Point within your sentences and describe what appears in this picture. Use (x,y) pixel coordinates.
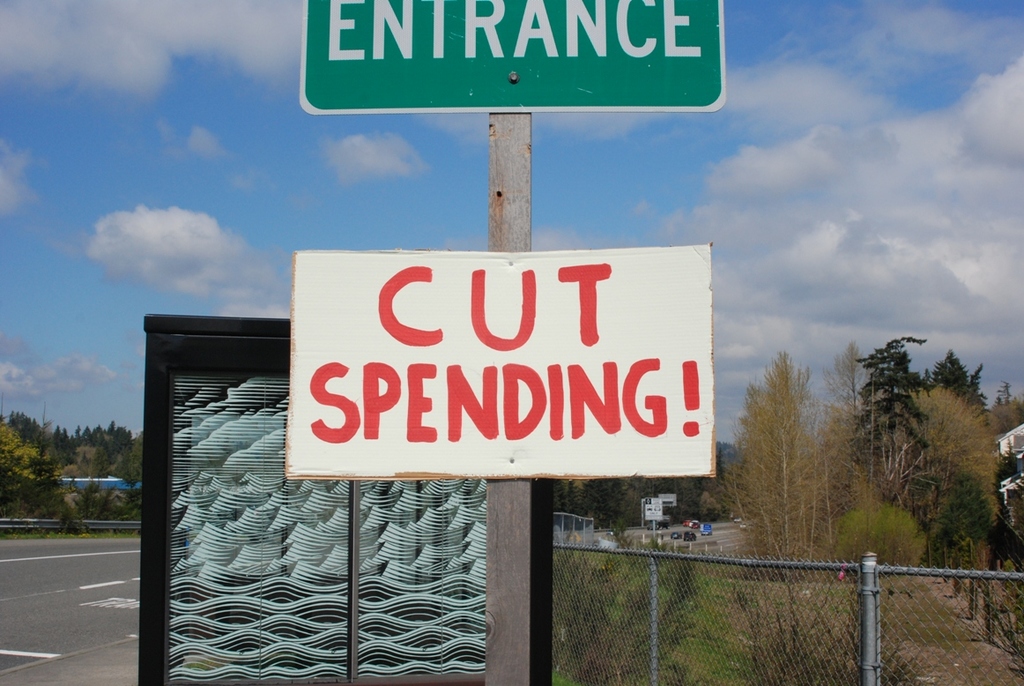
The picture is taken outside a city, on the road (63,625). In the foreground of the picture (351,50) there are boards (422,80), pole (518,581), road (79,636) and fencing (775,597). On the right side (824,486) there are trees (945,458). On the left side (38,487) there are trees (60,511) and road (52,586). In the center of the background (627,515) there are vehicles (694,527) and trees (680,495). Sky (186,207) is sunny and little bit cloudy.
